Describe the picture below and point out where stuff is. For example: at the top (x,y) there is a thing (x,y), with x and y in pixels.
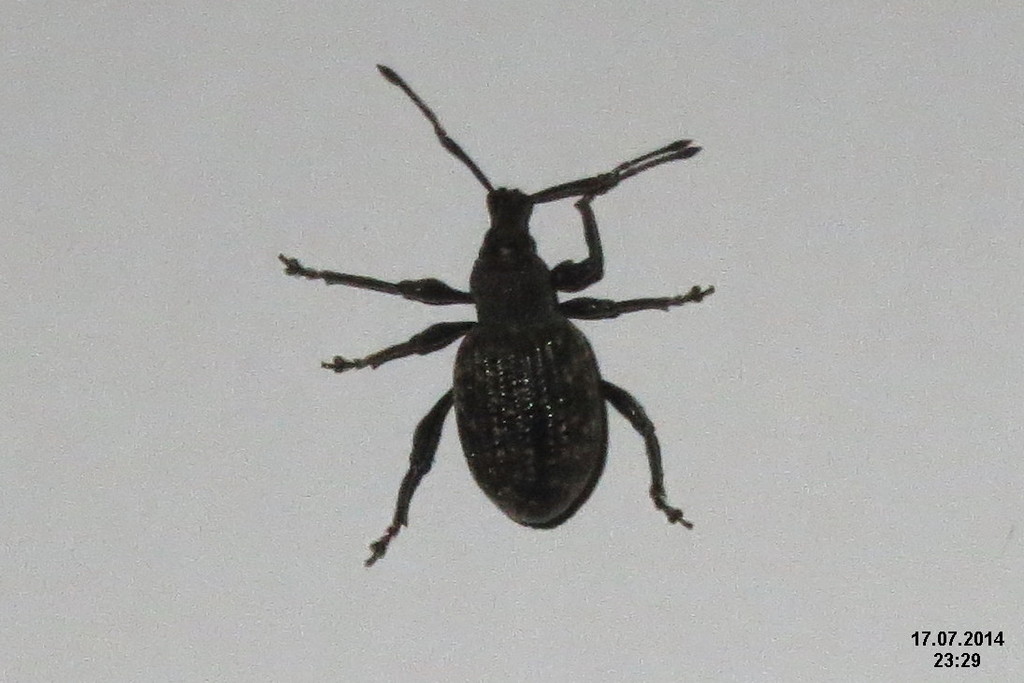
In this picture we can see an insect (481,466) on the surface (656,219). In the bottom right corner (978,649) we can see the text (971,633).
